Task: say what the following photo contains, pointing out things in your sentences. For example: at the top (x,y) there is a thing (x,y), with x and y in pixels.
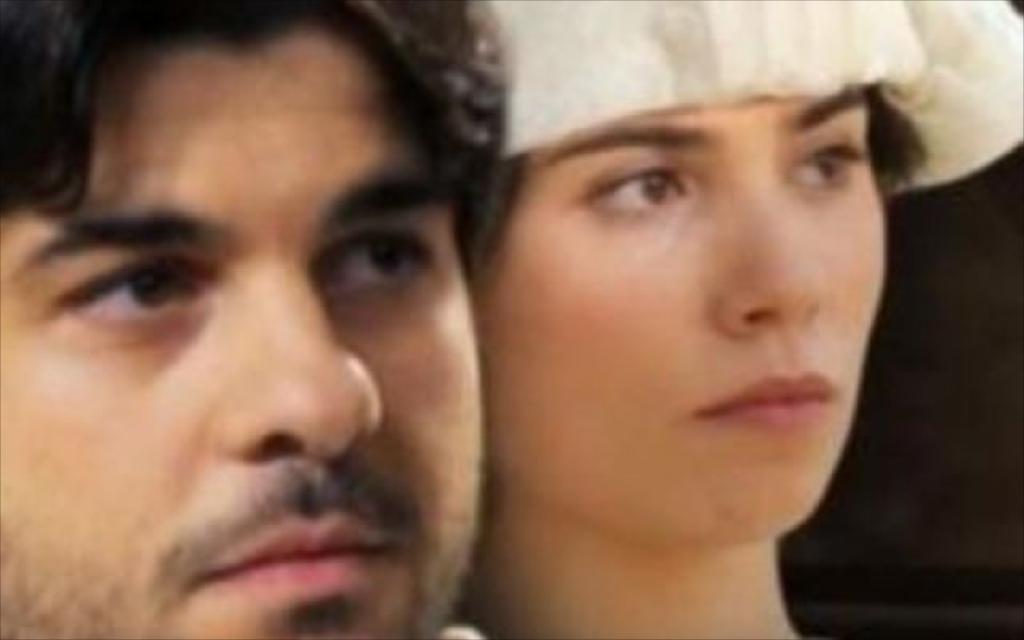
In this picture, we can see face (882,201) of a boy (436,527) and the girl (718,276), and we can see dark background (930,256).
